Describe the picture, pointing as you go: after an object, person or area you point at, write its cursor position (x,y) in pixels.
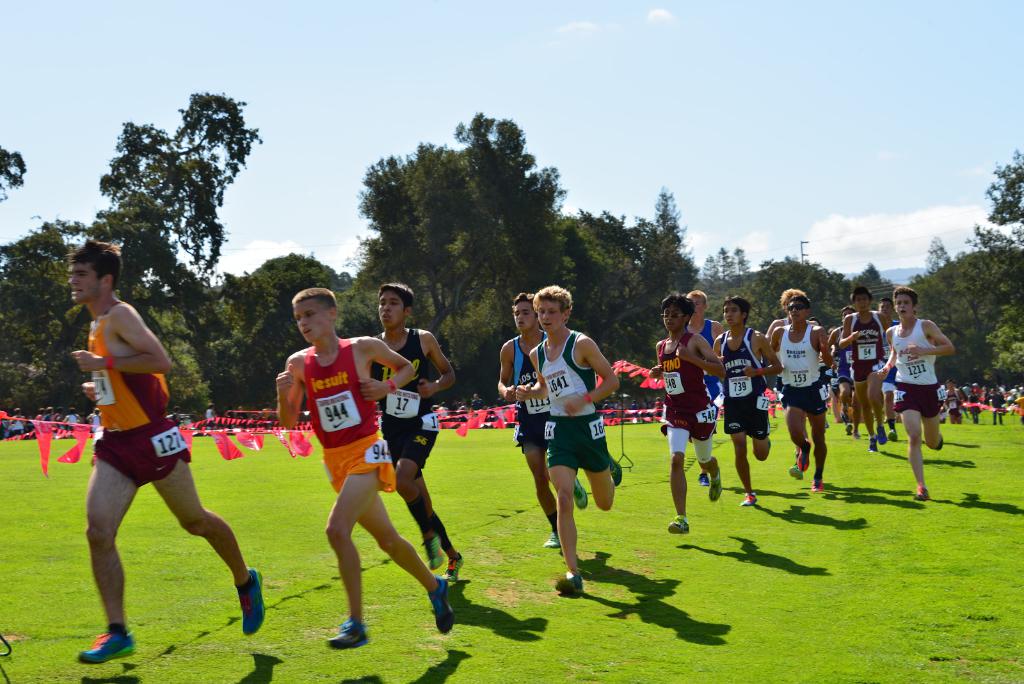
People (412,434) are running on the grass (16,472). There are red flags (32,423) and trees (337,300) at the back (437,272).
